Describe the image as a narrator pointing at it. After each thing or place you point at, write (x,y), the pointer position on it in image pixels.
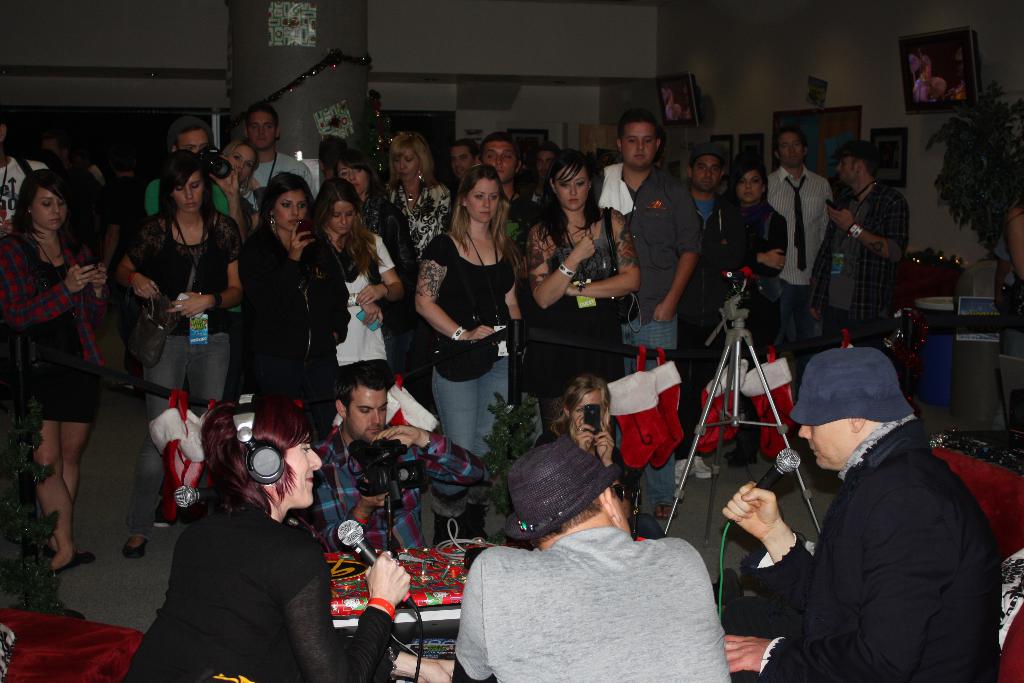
In this image we can see a group of people (694,327), among them, some people (320,370) are holding the objects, there are some photo frames (817,135) on the wall (923,226), also we can see a stand (737,401), plant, cable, pillar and some other objects (941,323).
